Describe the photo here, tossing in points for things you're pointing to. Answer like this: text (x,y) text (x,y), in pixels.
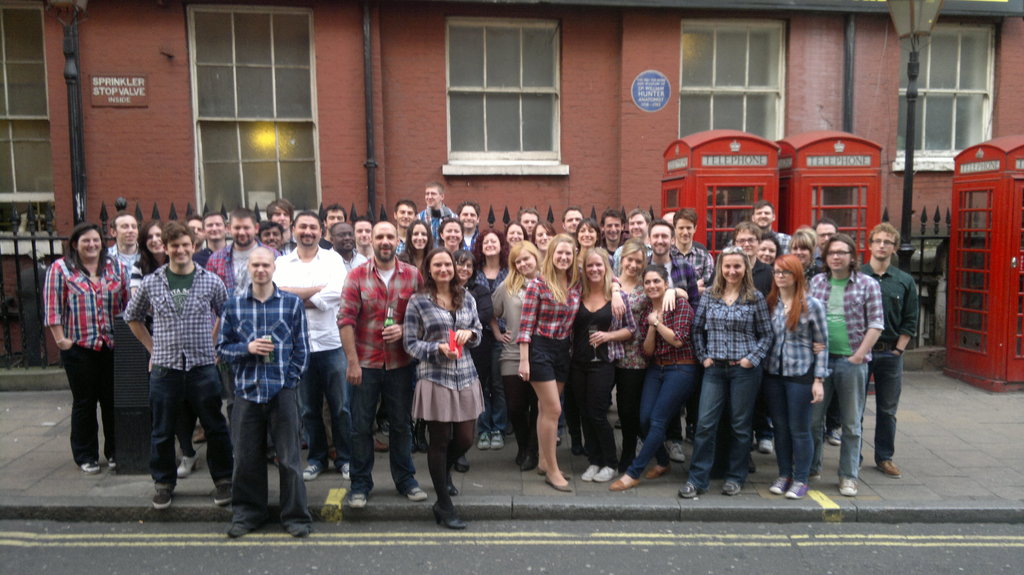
In the picture there is a road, beside the road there is a footpath (874,505) present, on the footpath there are many people (885,350) standing, behind them there is an iron fence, there are telephone booths (985,318) present, there is a wall (556,225) of a building (409,181), on the wall (414,167) there are many glass windows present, beside the people (877,230) there is a pole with the light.
